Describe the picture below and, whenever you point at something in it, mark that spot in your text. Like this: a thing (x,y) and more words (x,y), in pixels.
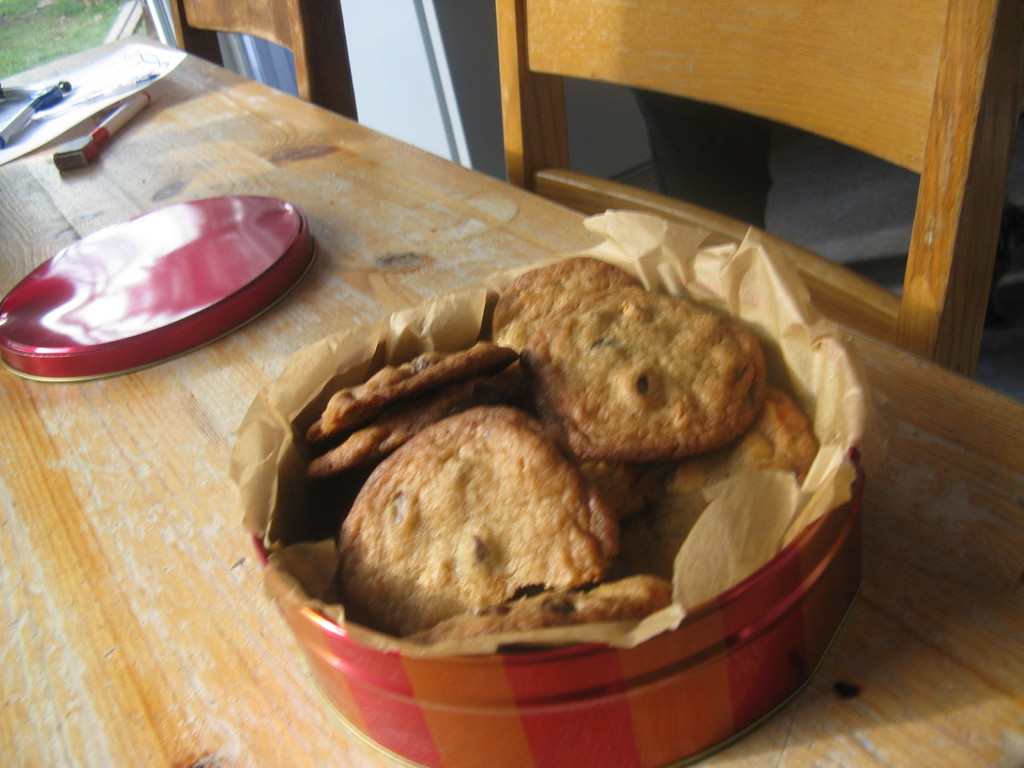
In this image we can a table (553,242), there we can a food item (638,428) in a bowl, a plate (289,278), two marker pens (134,107), a paper (68,127) and a small object (78,165) on the table (382,265), there we can see two chairs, person's legs (769,182) and the grass (52,29).
